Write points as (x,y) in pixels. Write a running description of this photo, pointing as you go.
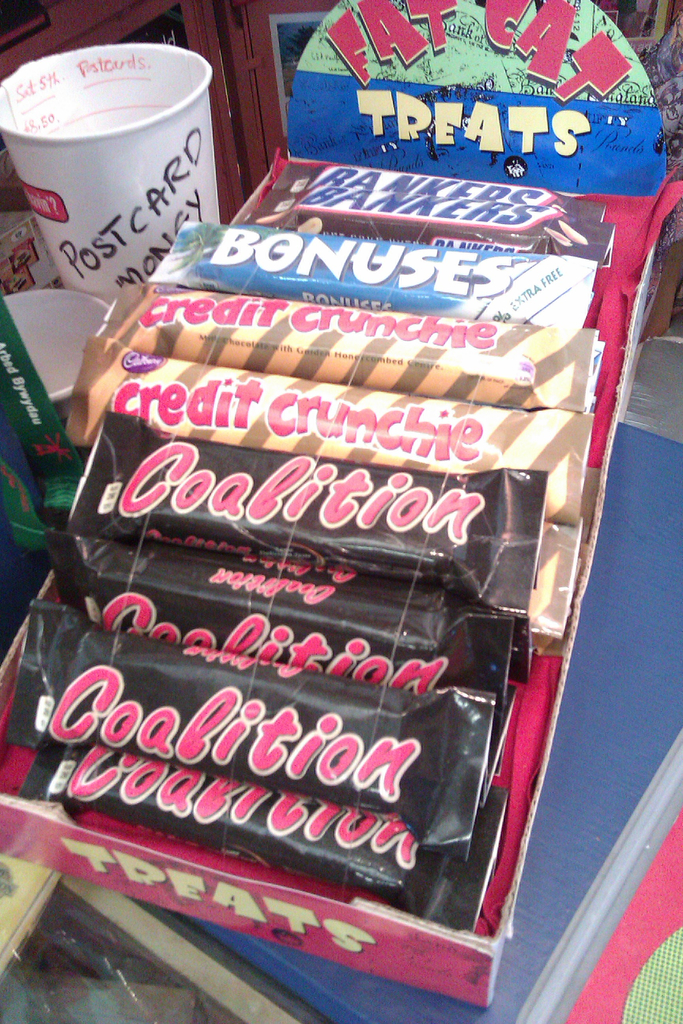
In this image I can see few chocolates (437,307) in cardboard box (512,825). I can see few white cups (43,129) and few objects (179,26) around.
